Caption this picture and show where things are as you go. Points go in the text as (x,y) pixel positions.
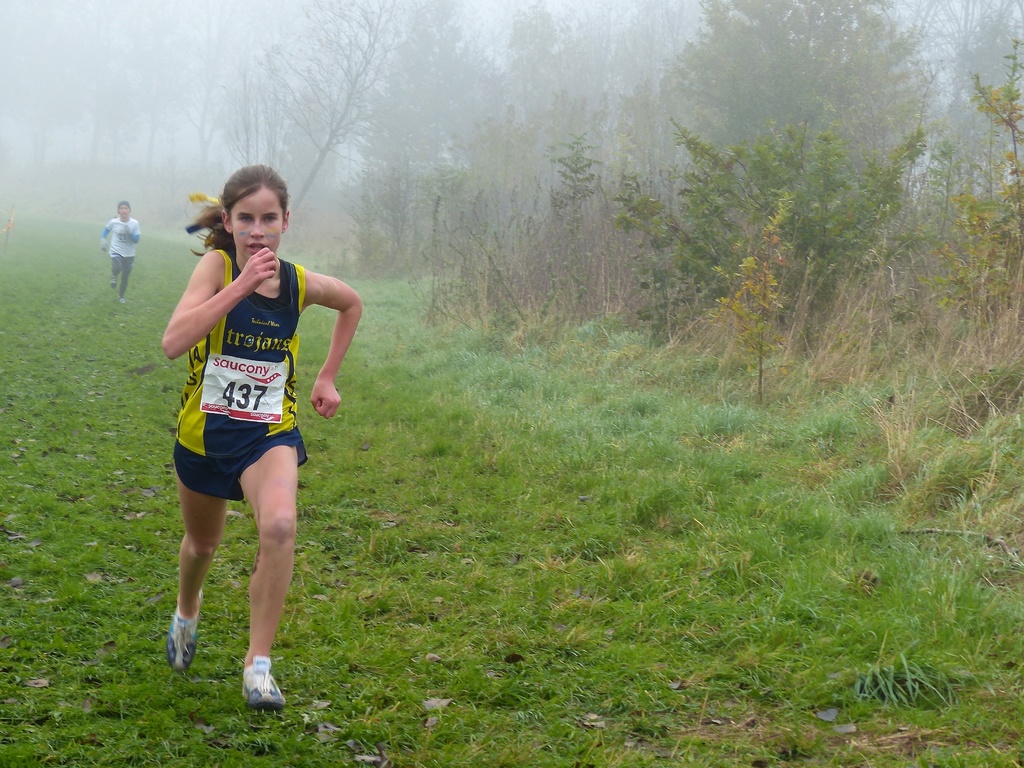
On the left side (222,391), there are two children (202,396) in different color dresses (202,396), running on the grass (237,751) on the ground (237,751). In the background (778,359), there are trees (1007,124), plants (929,370) and grass (786,348) on the ground (962,446) and there is smoke (306,189).
